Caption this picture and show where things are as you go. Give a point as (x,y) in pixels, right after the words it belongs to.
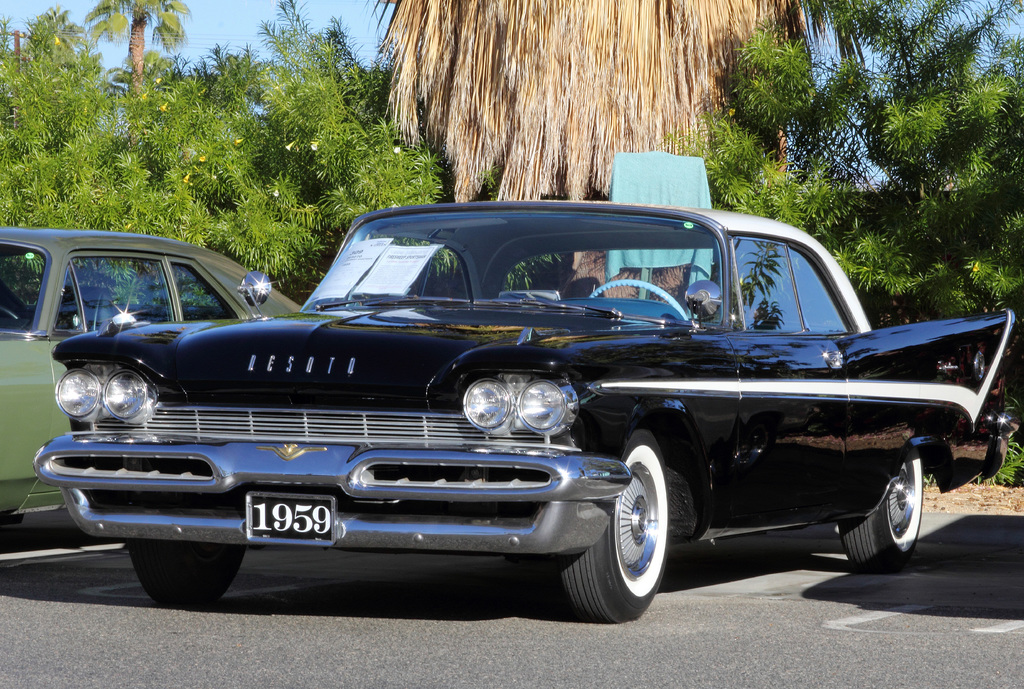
In this image in front (667,348) there are two cars (488,450) on the road (700,636). In the background of the image (739,181) there are trees (422,117) and sky (214,15).
